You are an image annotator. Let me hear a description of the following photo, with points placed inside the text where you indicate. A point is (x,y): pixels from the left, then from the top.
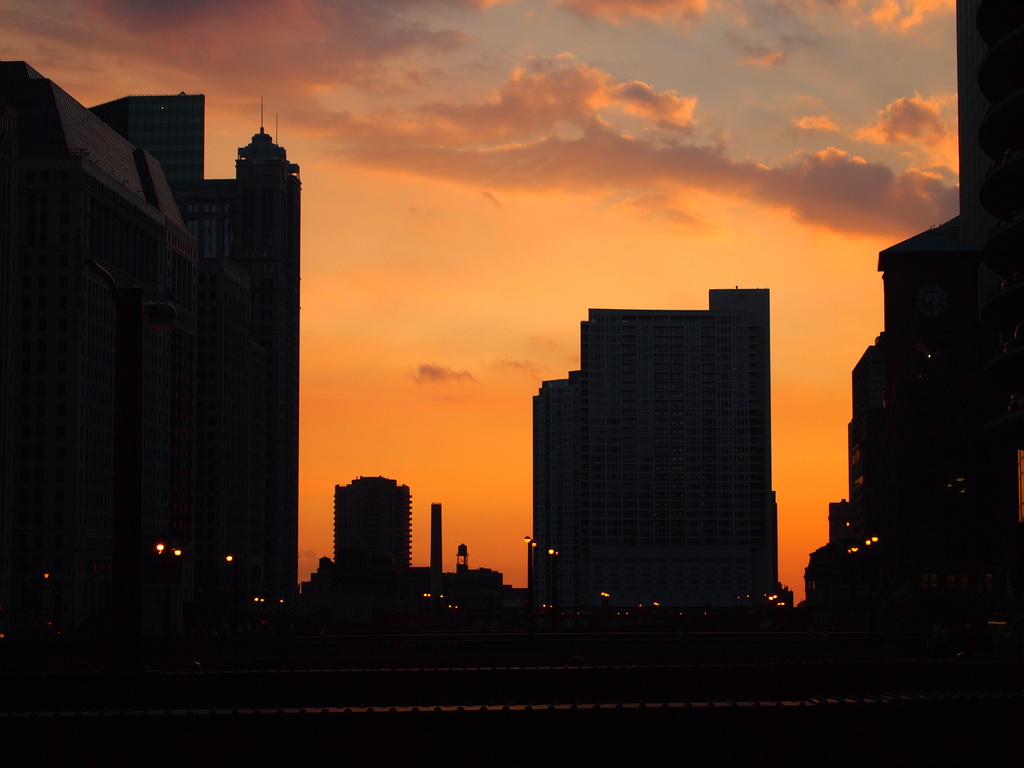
In this picture we can see road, buildings (340,610) and lights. In the background of the image (729,191) we can see the sky (768,170) with clouds (764,184).
